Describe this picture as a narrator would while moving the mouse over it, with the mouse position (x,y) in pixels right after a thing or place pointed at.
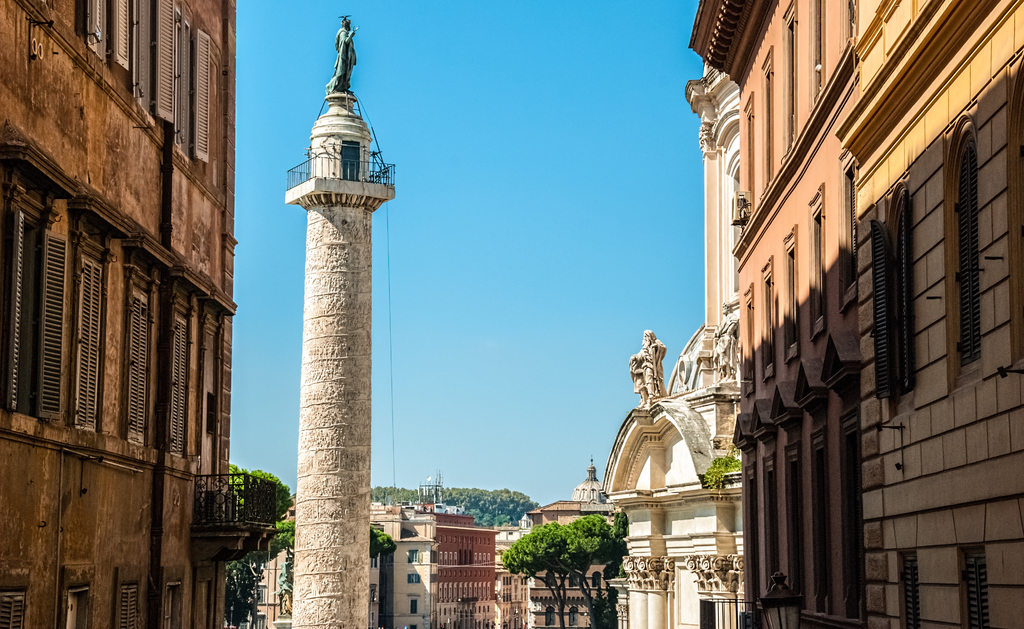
In the foreground of this image (89,276), on the other side, there are buildings (890,428) and a sculpture (339,68) on a pillar (336,312). In the background (504,543), there are trees (560,558), buildings (465,551) and the sky (465,424).
